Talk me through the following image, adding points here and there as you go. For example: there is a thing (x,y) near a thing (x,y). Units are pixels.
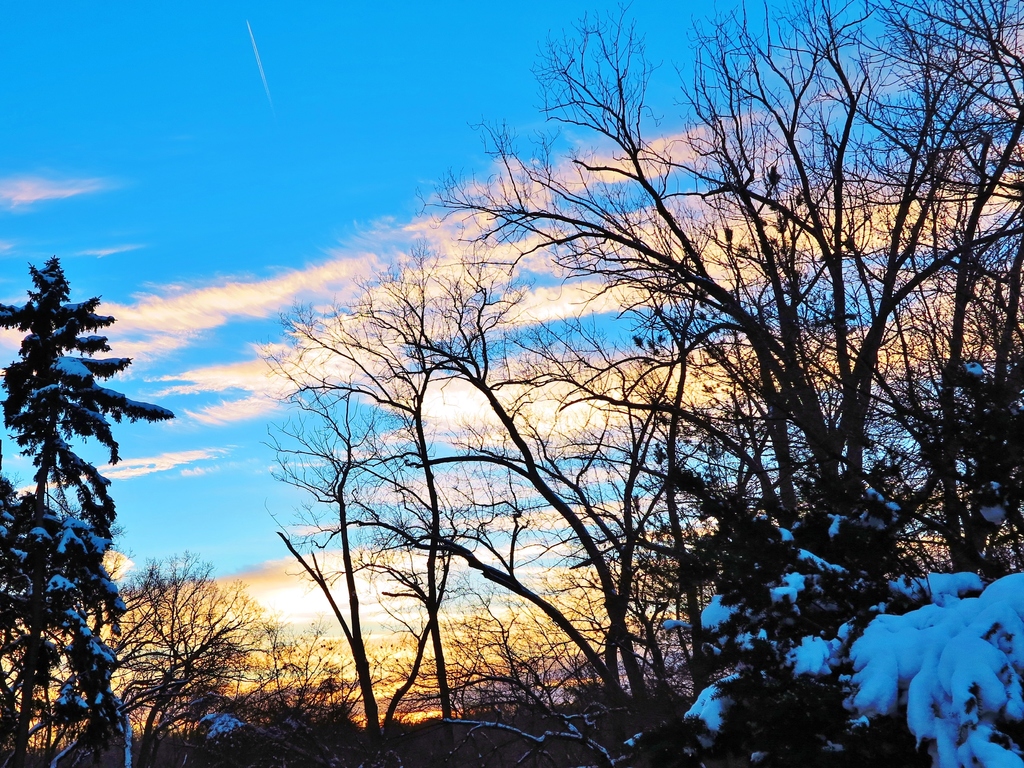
In this image I can see the trees (671,591). On the trees (651,649) I can see the snow (915,709). In the background (391,473) there are clouds (439,244) and the blue sky (137,230).
